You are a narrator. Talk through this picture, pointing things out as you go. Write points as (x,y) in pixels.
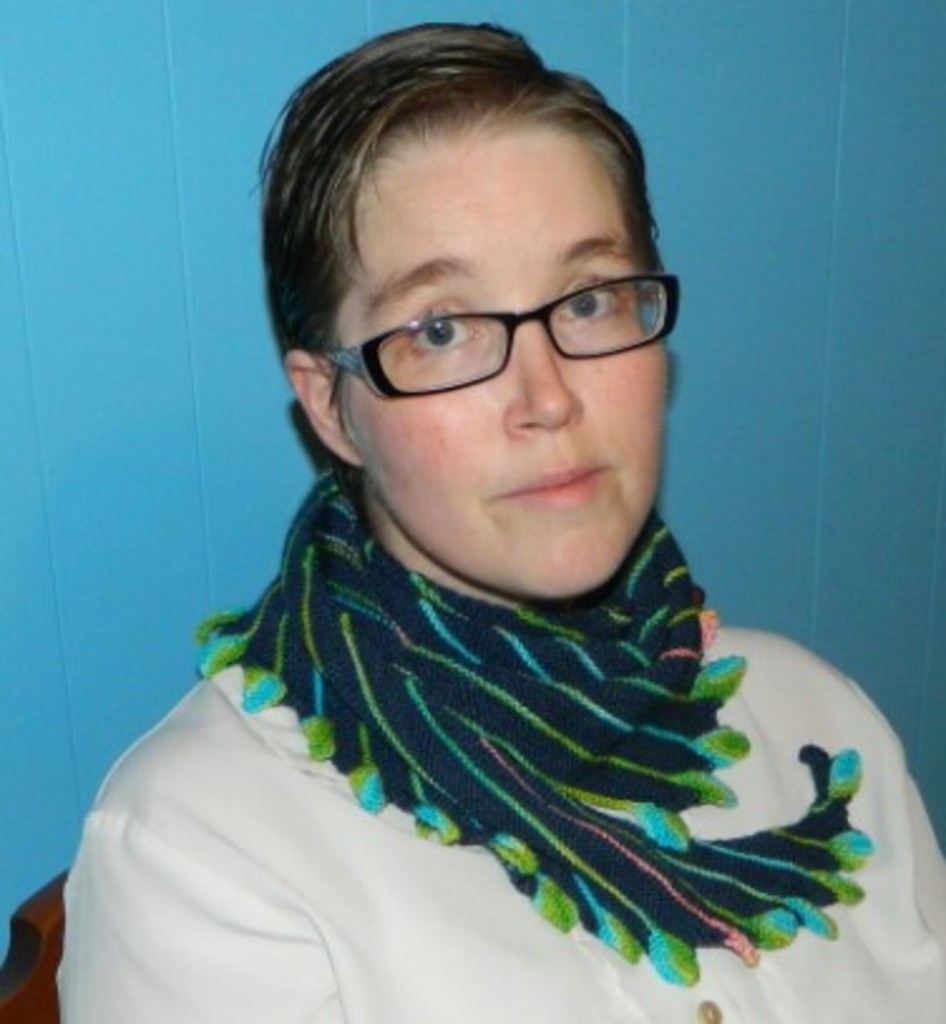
This is a close up image of a woman (521,327) wearing clothes (435,889), scarf (443,589), spectacles (563,348) and the background (222,445) is blue.
